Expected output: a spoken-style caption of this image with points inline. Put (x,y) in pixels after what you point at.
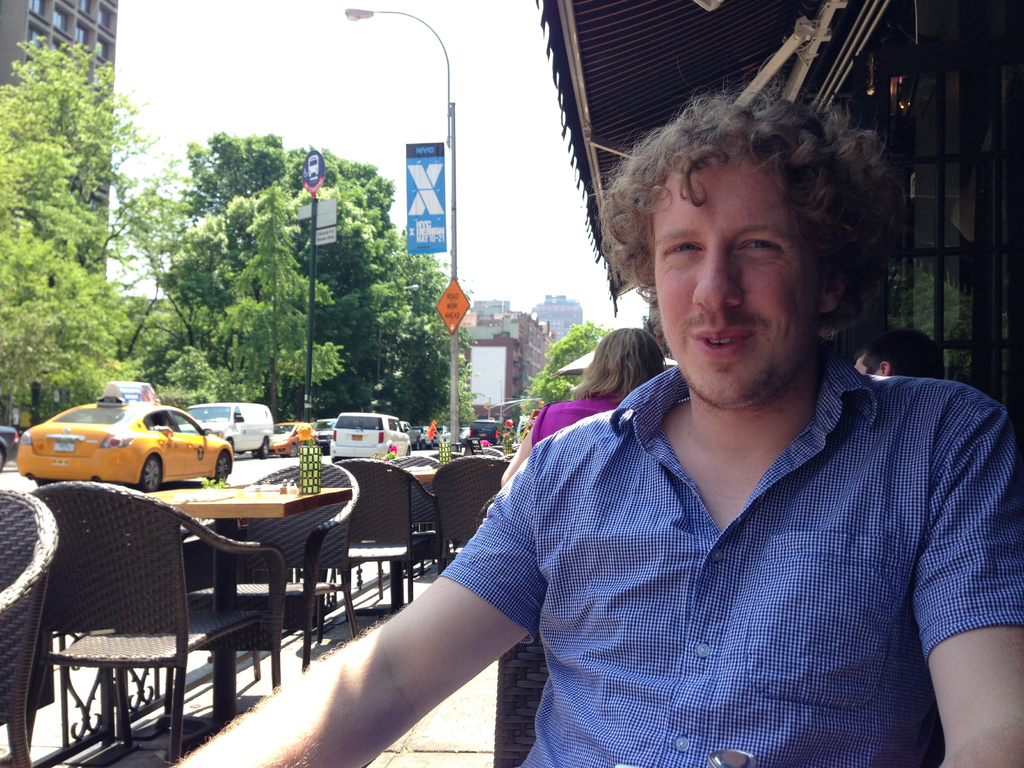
In this image I can see a person (711,542) wearing blue colored shirt (680,625) is sitting on a chair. I can see few chairs (395,538), few tables (434,482), few poles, few trees (461,399), few boards (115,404), the road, few vehicles (240,435) on the road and few buildings (108,24). In the background (391,88) I can see the sky (287,108).
